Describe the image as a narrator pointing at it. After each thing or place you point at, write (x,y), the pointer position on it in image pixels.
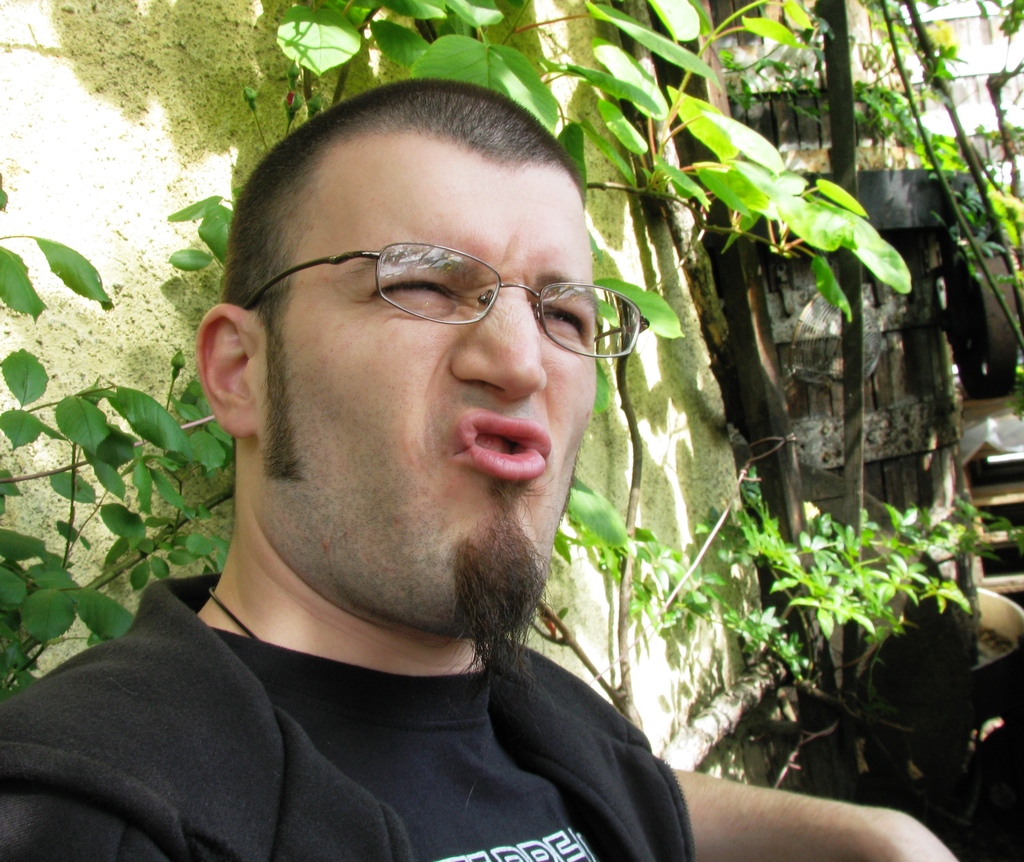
In this picture there is a man (378,189), who is wearing spectacle (622,336) and black t-shirt (469,811). He is standing near to the wall (671,700). On the right (744,682) we can see trees (979,538), plants (957,583) and wooden tables (1018,579).
